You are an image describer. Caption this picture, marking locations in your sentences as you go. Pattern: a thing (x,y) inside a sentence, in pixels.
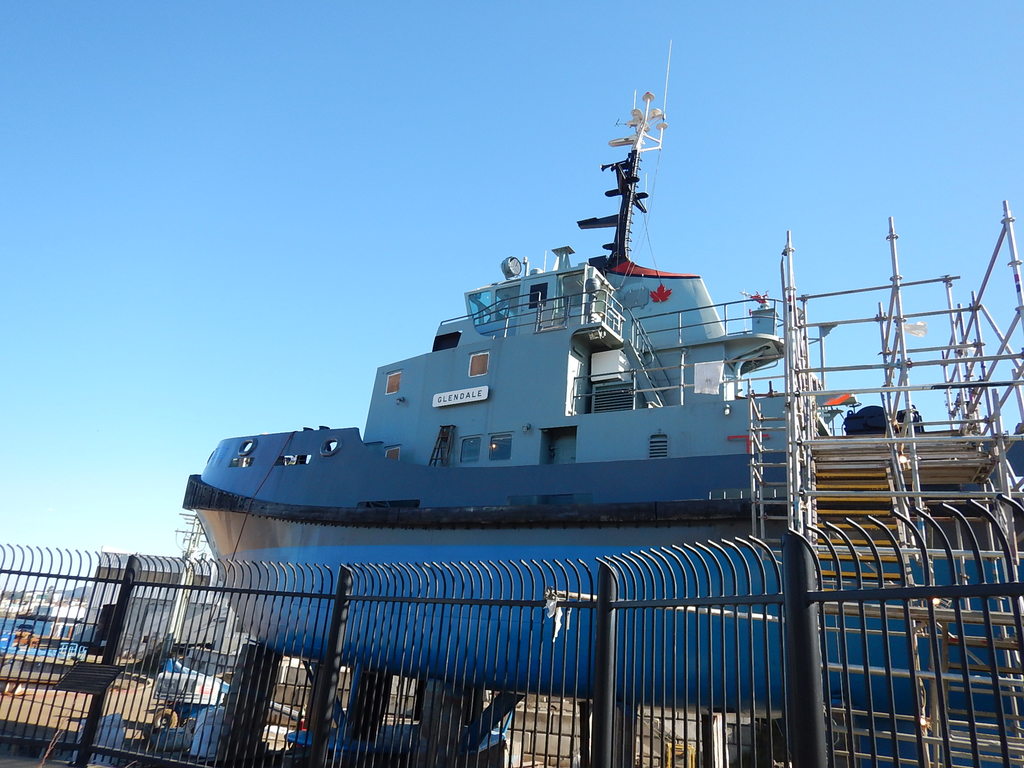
In the foreground of the picture (355,659) it is railing (371,640). In the center of the picture (507,321) there is a boat (460,474), vehicles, buildings (72,608) and other objects (804,390). Sky (355,41) is sunny.
